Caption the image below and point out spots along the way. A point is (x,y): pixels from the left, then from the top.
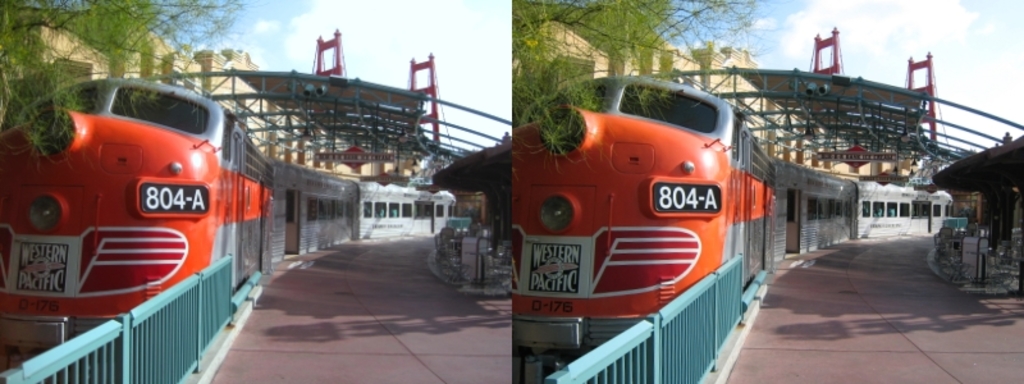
This is an edited image. In this picture, we see two images. The image on the left side (173,178) is same as the image on the right side (869,201). In this picture, we see a red color metro train (200,202) is moving on the tracks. Beside that, we see a blue color railing (155,336). Beside the train (199,223), we see a tree (113,38) and a building (192,63) in yellow color. At the top of the picture (258,86), we see the shed (376,101) and the sky (471,135).
